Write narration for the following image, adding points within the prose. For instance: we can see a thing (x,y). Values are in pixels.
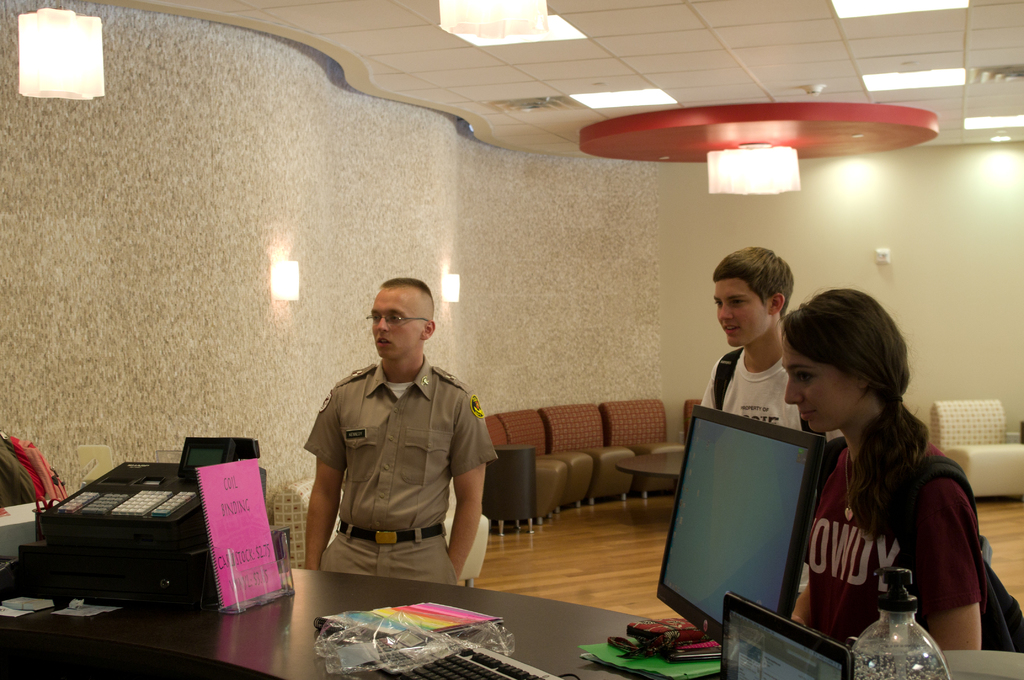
This picture is clicked inside the room (533,337). Here, we see three people (750,413) standing in front of table (158,649) and on table (154,626), we see cash register (142,581), pink book (238,565), plastic cover (407,637), laptop (740,635), system (731,442) and bottle (912,669) are placed and behind them, we see a wall (540,247) which is white in color and above the picture, on top of picture (566,110), we see the ceiling (696,16) of that room (574,537) and behind these people (441,498), we see many chairs (629,440).
